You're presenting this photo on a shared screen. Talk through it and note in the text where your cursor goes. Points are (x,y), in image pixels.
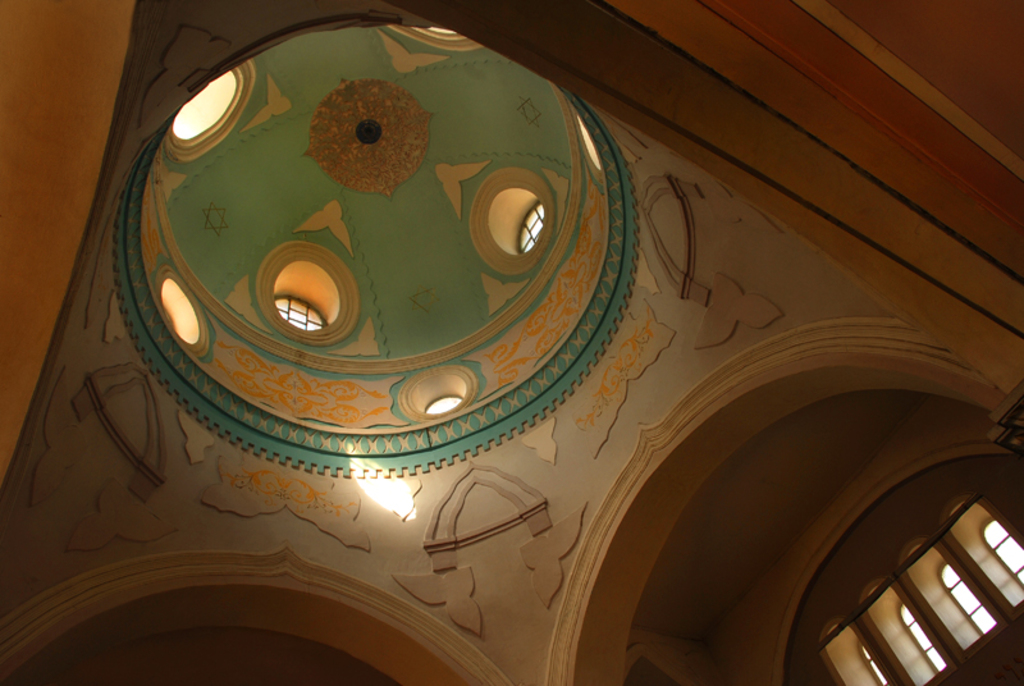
In this picture there is a building (543,372). At the top (429,71) there is a floral design (378,142) on the roof (355,173). On the right side of the image (989,568) there are windows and there is a rod (949,530).
